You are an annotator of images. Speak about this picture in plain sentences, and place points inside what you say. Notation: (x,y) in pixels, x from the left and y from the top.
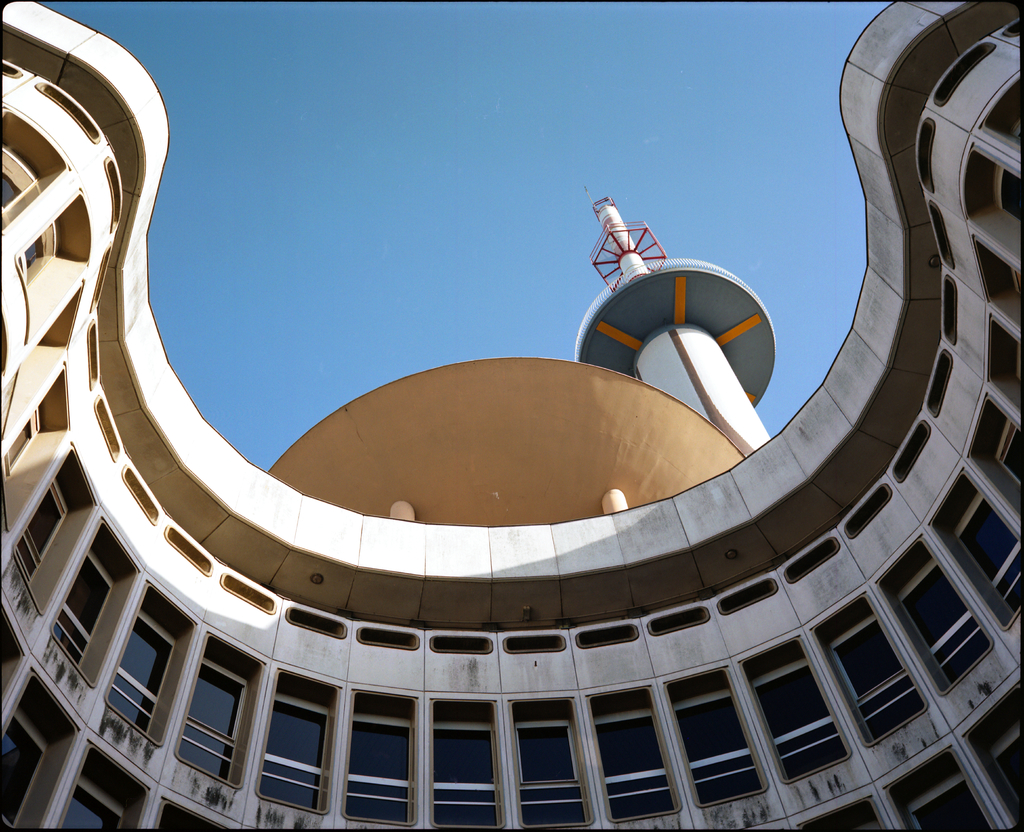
In this image I can see a building (393,503) in the front (935,701) and I can also see number of windows (52,703). In the background (578,155) I can see the sky (387,124).
